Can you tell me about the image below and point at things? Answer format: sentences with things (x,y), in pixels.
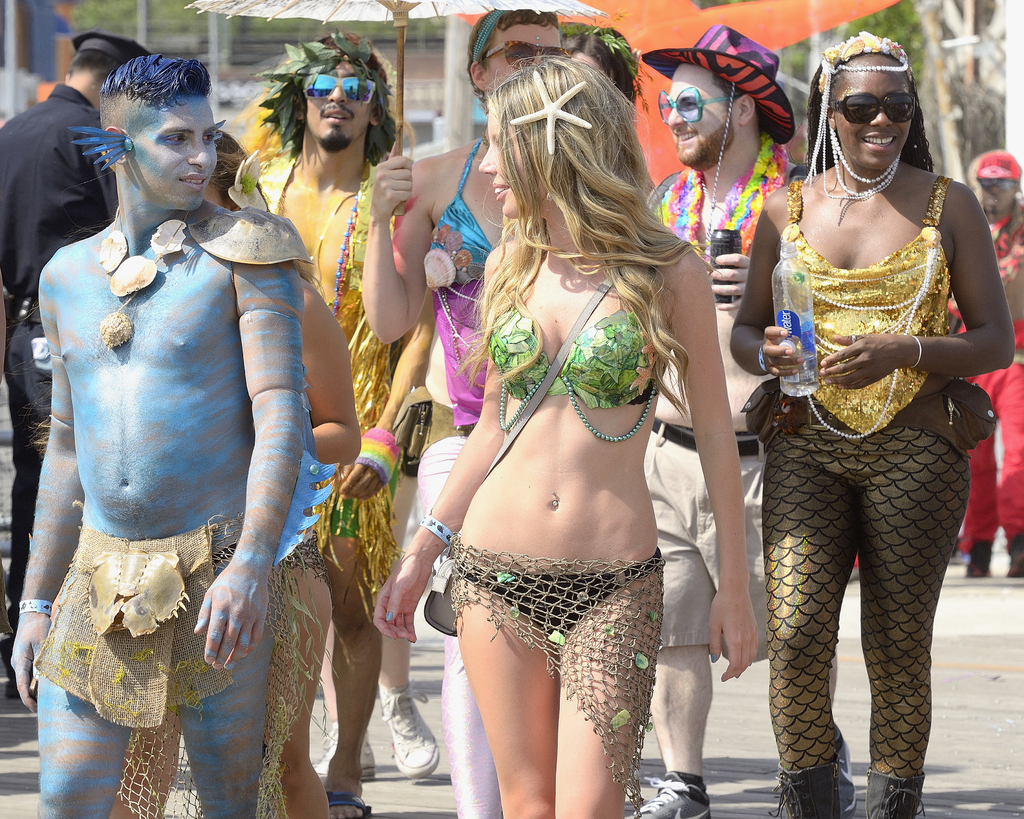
In this image there are a few people (644,372) dressed up in different costumes (204,300) are walking on the road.
